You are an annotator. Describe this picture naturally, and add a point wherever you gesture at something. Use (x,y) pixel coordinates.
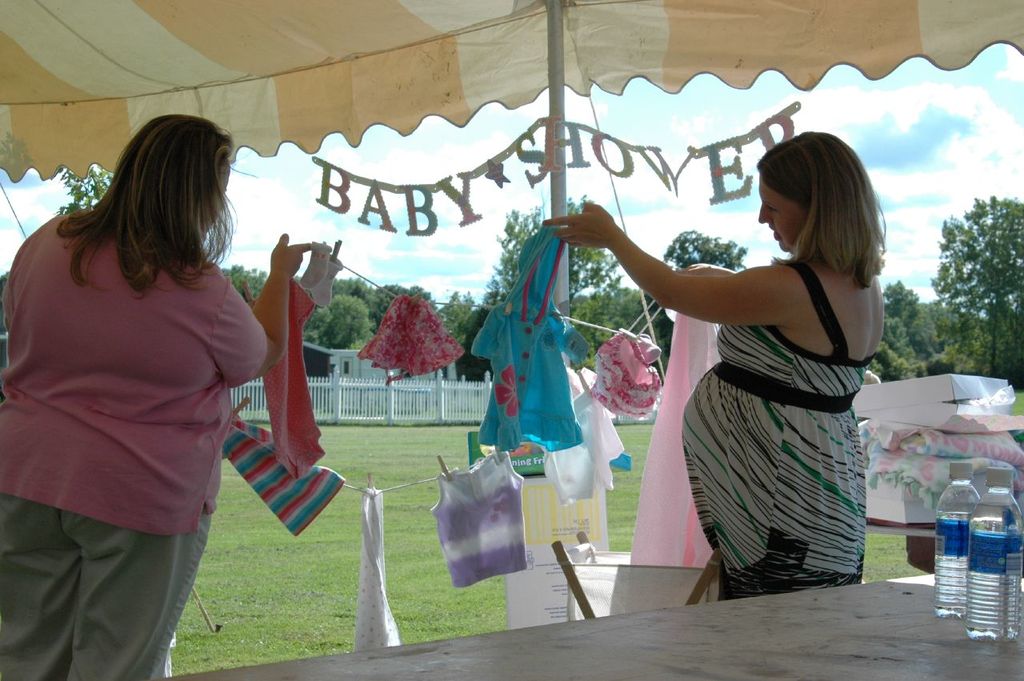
This picture is taken under a tent (443,92). There are two women (266,294) in the picture. Towards the left (119,461) there is a women (136,346) wearing a pink t shirt (156,469) and cream trousers (156,543) and holding a socks (327,270). Towards the right (751,361) there is another woman (710,377), she is wearing a white dress (787,426) and holding a shirt (551,271). Between them there is a rope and some clothes (283,495) hanged to it. In the right bottom (746,641) there is a table (733,670) and there are bottles (1011,633) on it. In the background (416,178) there are trees (474,366), a fence (428,389) and a blue sky (309,222).
